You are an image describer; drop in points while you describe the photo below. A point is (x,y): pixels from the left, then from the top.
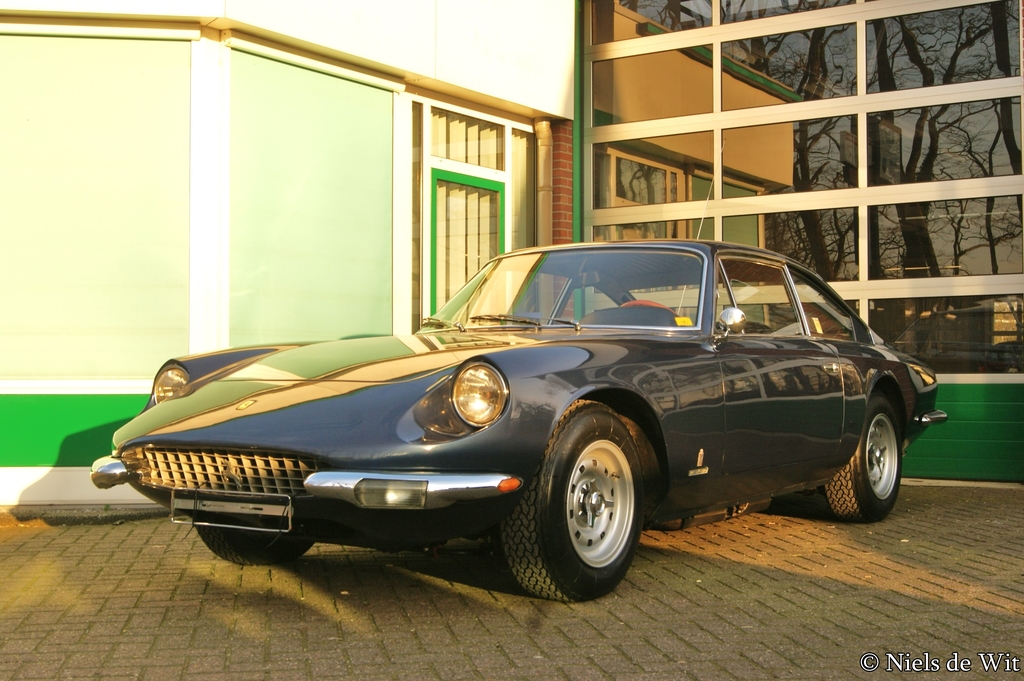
In this image, we can see a car (235,543). We can see the ground (309,645) and the wall (363,155) with some objects (373,108). We can see some glass (939,257). We can see the reflection (882,32) of trees (880,244) and a house (688,234) in the glass (697,8). We can see some text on the bottom right corner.
